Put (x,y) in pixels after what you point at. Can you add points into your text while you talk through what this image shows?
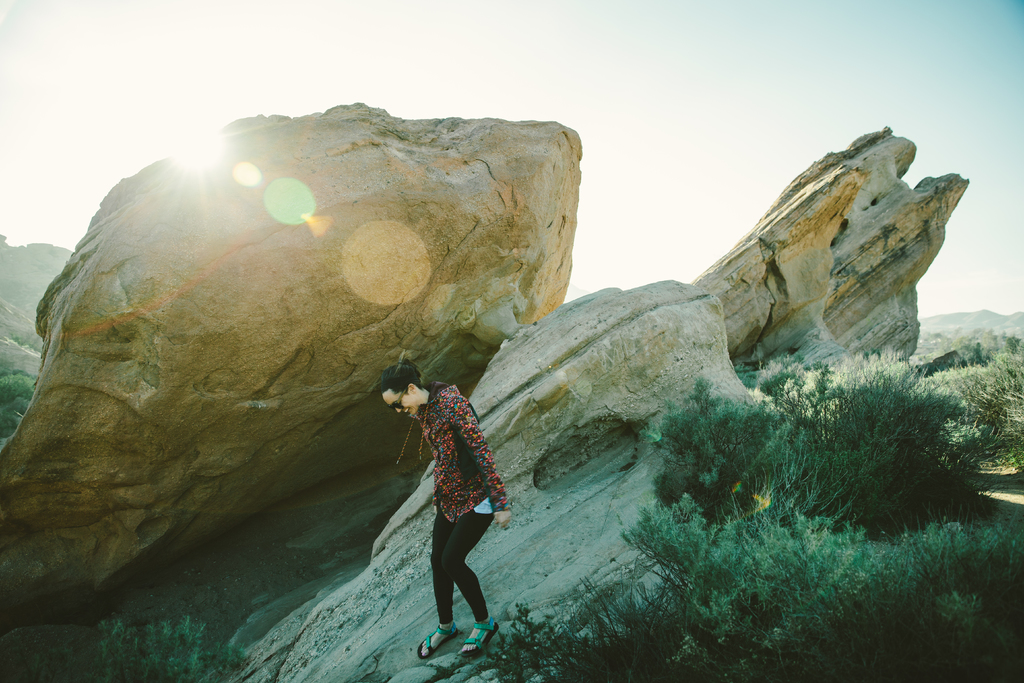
In this image we can see a person (449,579) wearing jacket (449,421) and glasses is standing on the rocks (659,391). Here we can see trees (773,528) and the sky (38,139) in the background (1002,47).
